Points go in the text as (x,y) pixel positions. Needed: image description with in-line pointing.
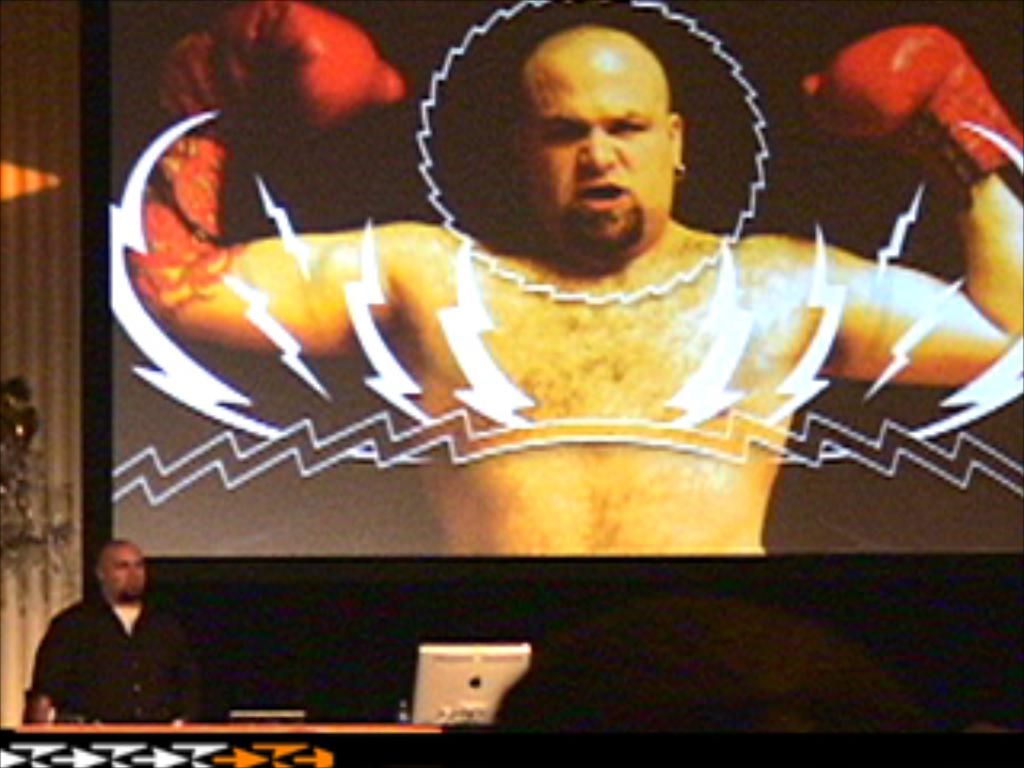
This is a blur image. In this picture we can see a person (126,564) on the left side (163,633). There is a laptop (500,654). We can see an object (66,729) on the left side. There is a person (219,148) wearing gloves (948,94) is visible on the screen (258,539).
